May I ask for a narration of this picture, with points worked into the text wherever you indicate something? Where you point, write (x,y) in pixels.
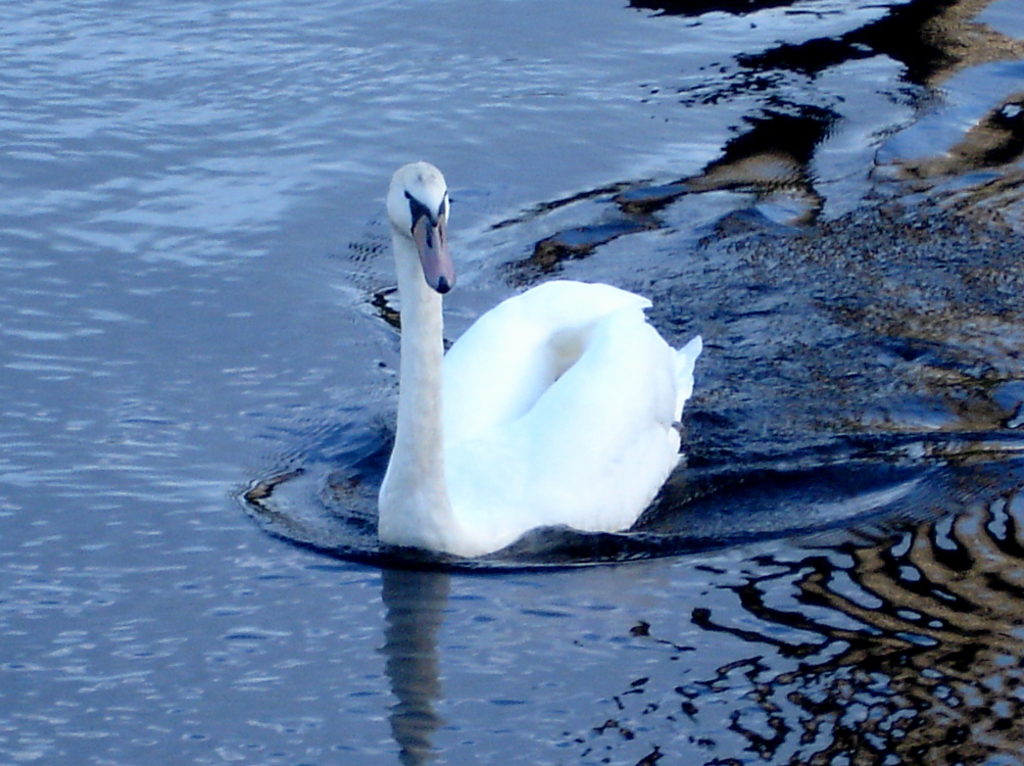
In this image we can see there is a swan (469,514) on the water (542,643).
